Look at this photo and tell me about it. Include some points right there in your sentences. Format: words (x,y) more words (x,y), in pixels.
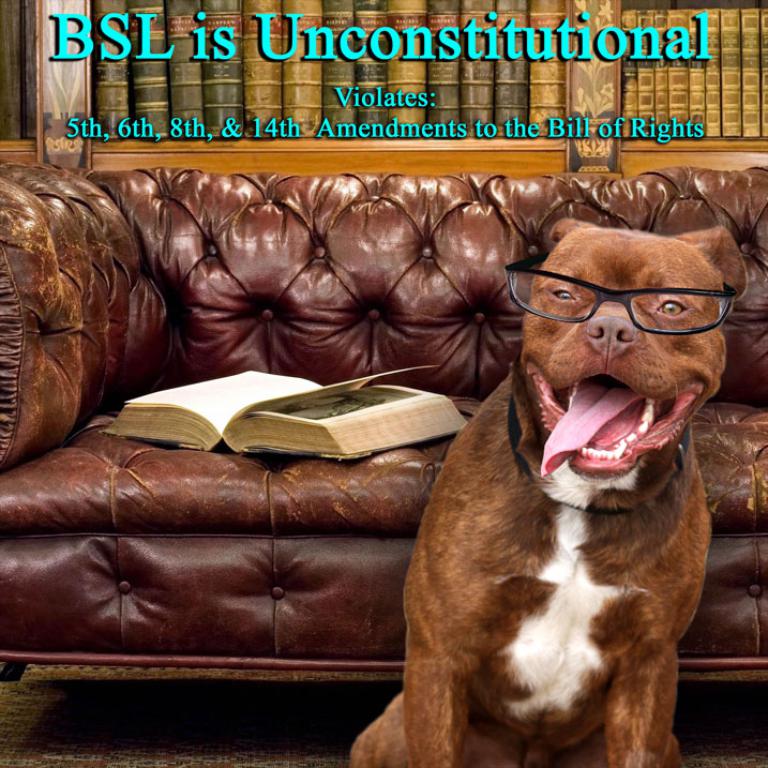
In front of the image there is a dog (540,525), behind the dog (459,536) there is a book (258,385) on the couch (349,280), behind the couch (323,192) there are books (338,119) on the bookshelf (237,151). At the top of the image (396,74) there is some text (649,51).
